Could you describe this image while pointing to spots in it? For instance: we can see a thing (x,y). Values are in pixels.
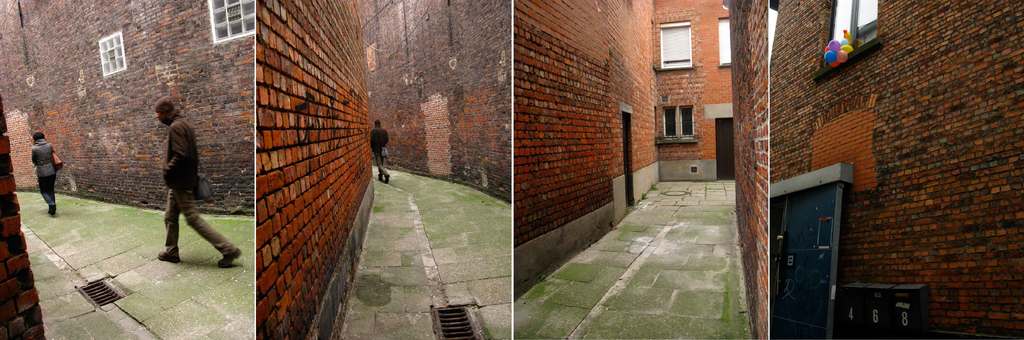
This is a collage image. We can see the wall (349,125) with some objects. We can see a few people (174,192), balloons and the ground (179,332).
